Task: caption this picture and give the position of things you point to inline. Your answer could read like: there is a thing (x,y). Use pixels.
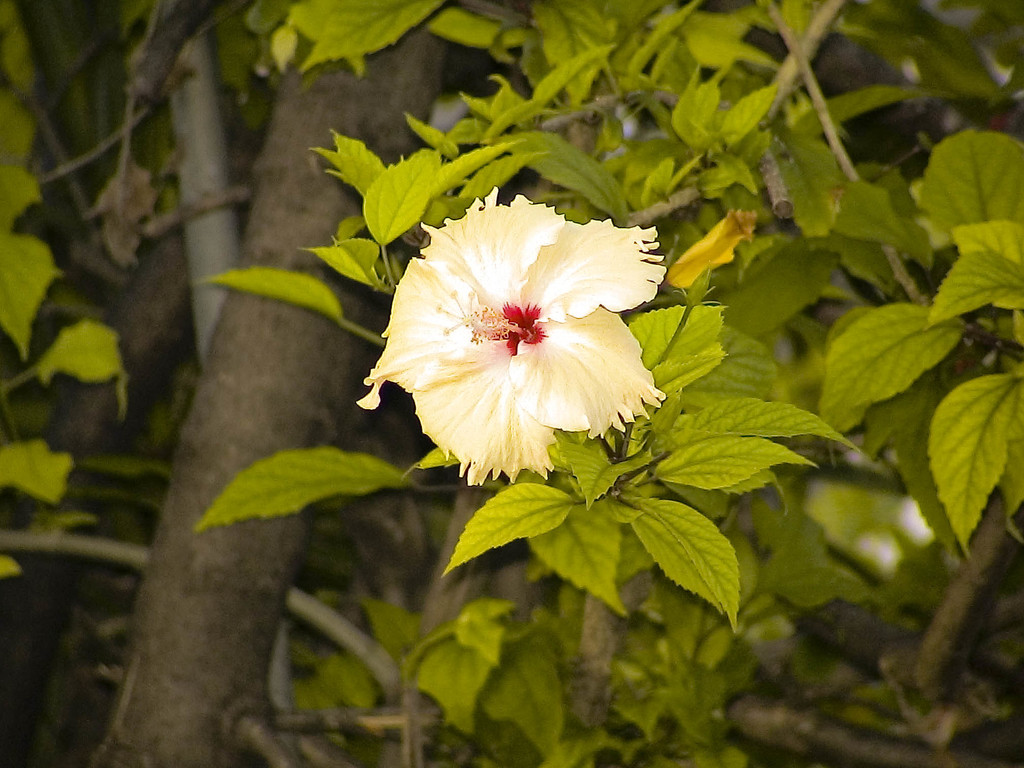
In the image there is a flower (406,348) to the branch (413,224) of a tree (156,339).
